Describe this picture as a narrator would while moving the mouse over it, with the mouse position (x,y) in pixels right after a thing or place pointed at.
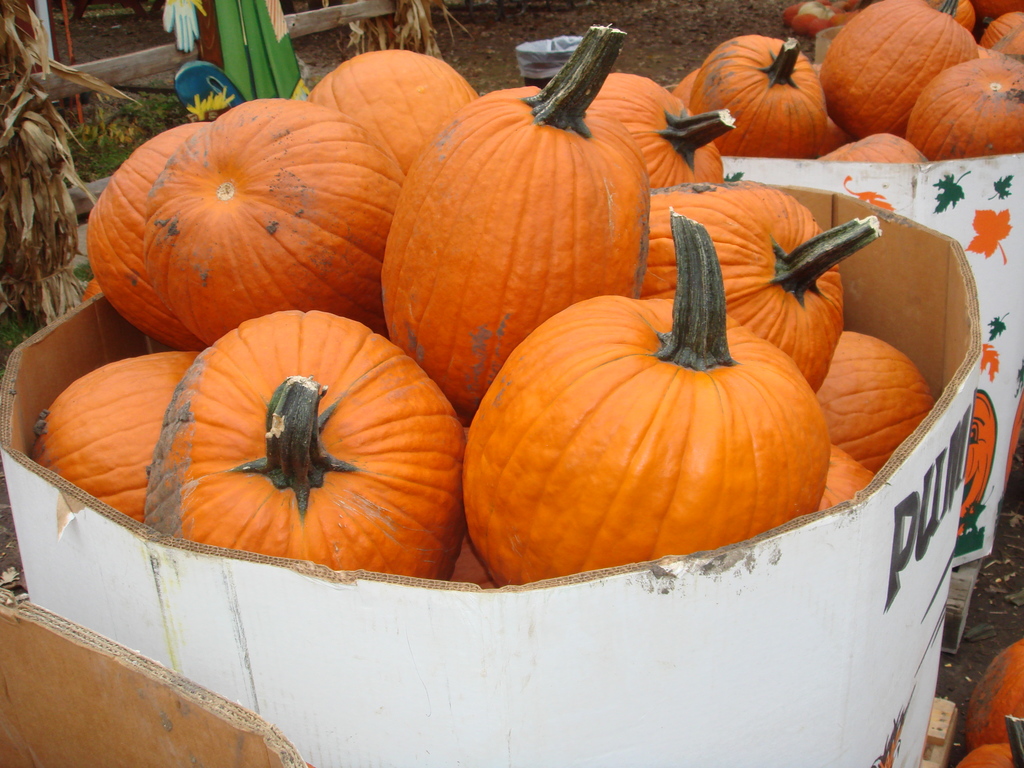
In the image there are two pumpkin baskets (1012,211) on the land (953,684) and behind it there is a dried tree (59,185).
